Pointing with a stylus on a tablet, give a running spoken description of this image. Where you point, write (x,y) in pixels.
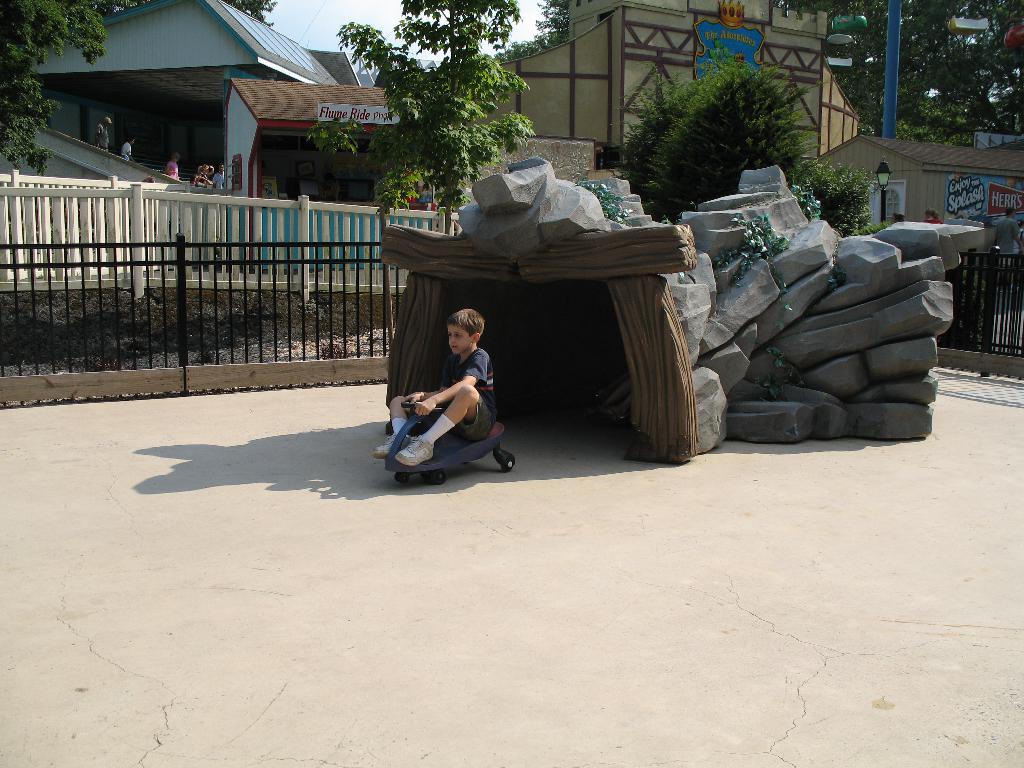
In this image we can see a boy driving a scooter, behind him it looks like a house (638,327), there are some stones (755,391), buildings (342,84), trees (784,101), poles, lights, people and the fence (28,226), also we can see the sky (415,49).
